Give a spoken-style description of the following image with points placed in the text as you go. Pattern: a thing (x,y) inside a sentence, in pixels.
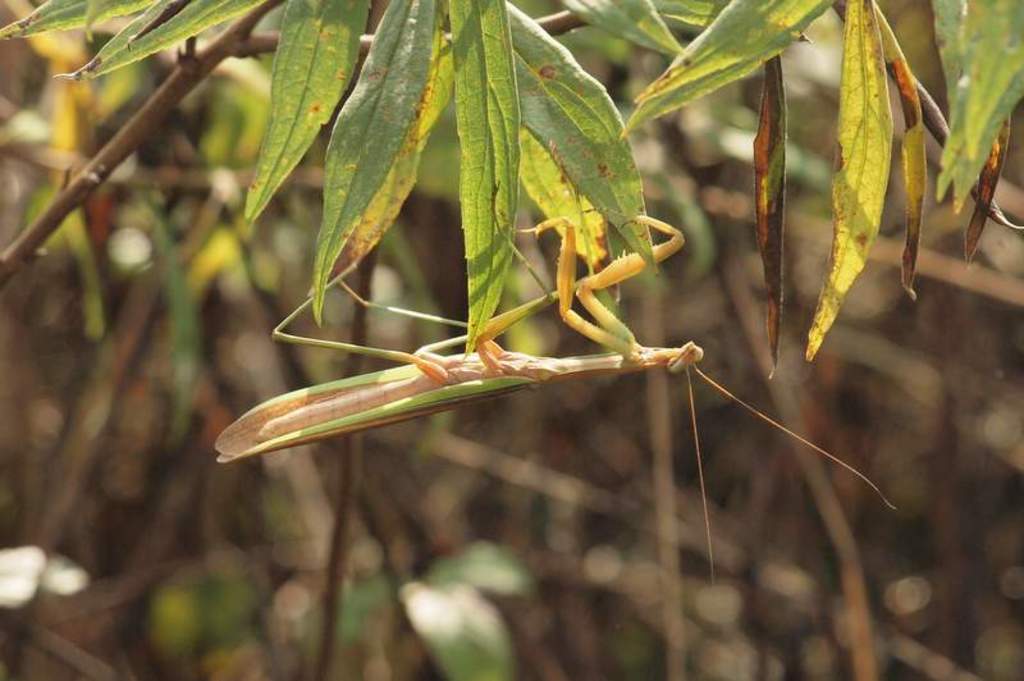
In this image I see a praying mantis (519,308) and I see the green leaves (480,133) and I see that it is blurred in the background (565,403).
